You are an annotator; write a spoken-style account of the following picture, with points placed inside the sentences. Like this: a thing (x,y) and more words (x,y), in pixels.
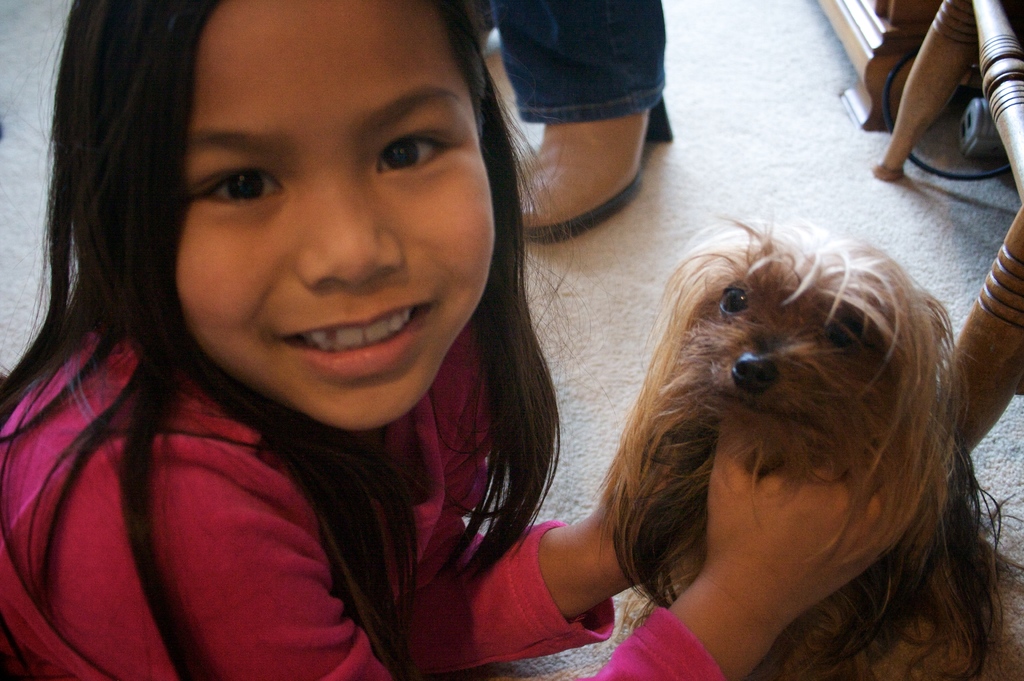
In this picture i could see a kid (409,334) holding a dog (792,379) which is brown in color in her hands (750,559). In the background (590,167) i could see a person's shoe (605,156) and a light colored carpet (700,175). In the right side (1003,300) corner i could see the chair legs (1019,231).
